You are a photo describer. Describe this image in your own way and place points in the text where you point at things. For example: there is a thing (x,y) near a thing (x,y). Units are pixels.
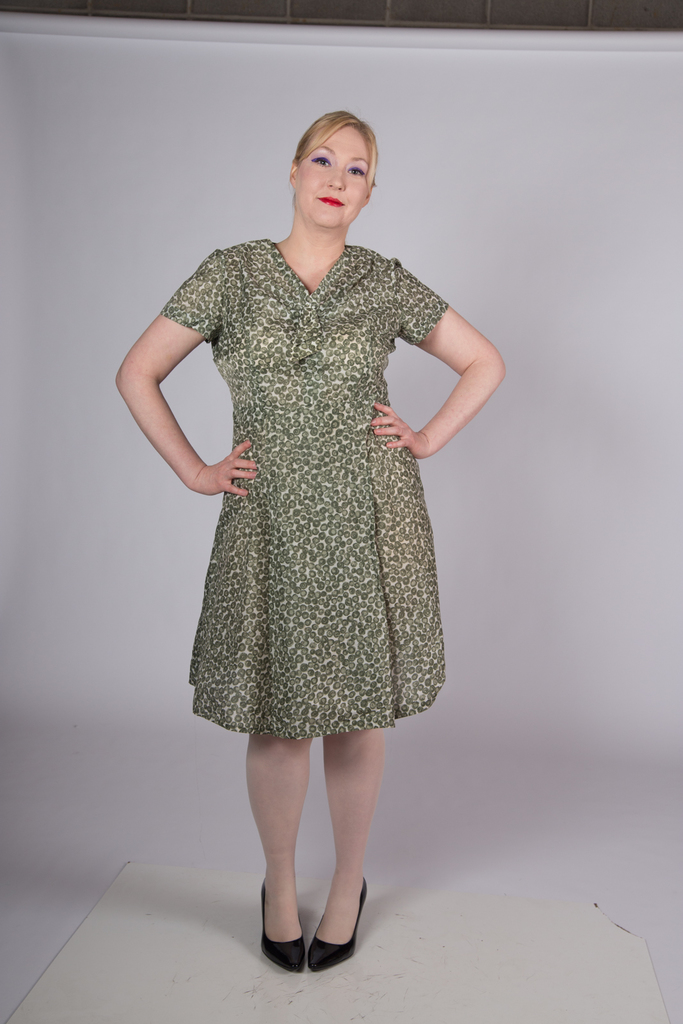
In this image we can see a woman (332,632) standing on the floor (420,921).
